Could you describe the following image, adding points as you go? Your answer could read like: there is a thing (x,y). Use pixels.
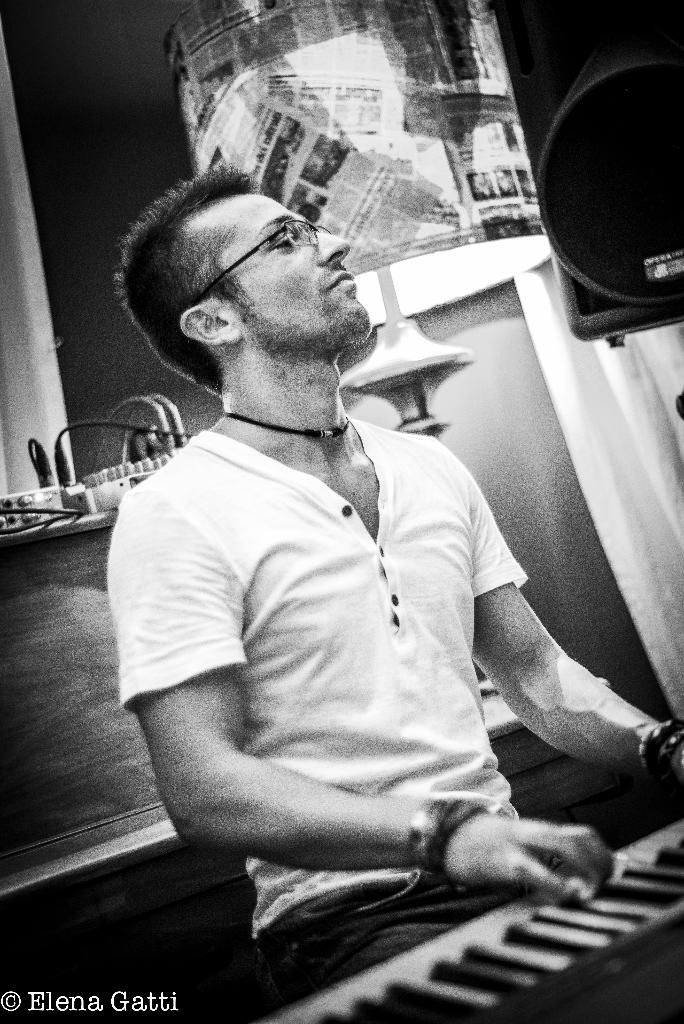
In this image I see a man (150,715) who is sitting in front of a keyboard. In the background (549,92) I see a lamp (527,268) and an equipment (593,287) over here.
